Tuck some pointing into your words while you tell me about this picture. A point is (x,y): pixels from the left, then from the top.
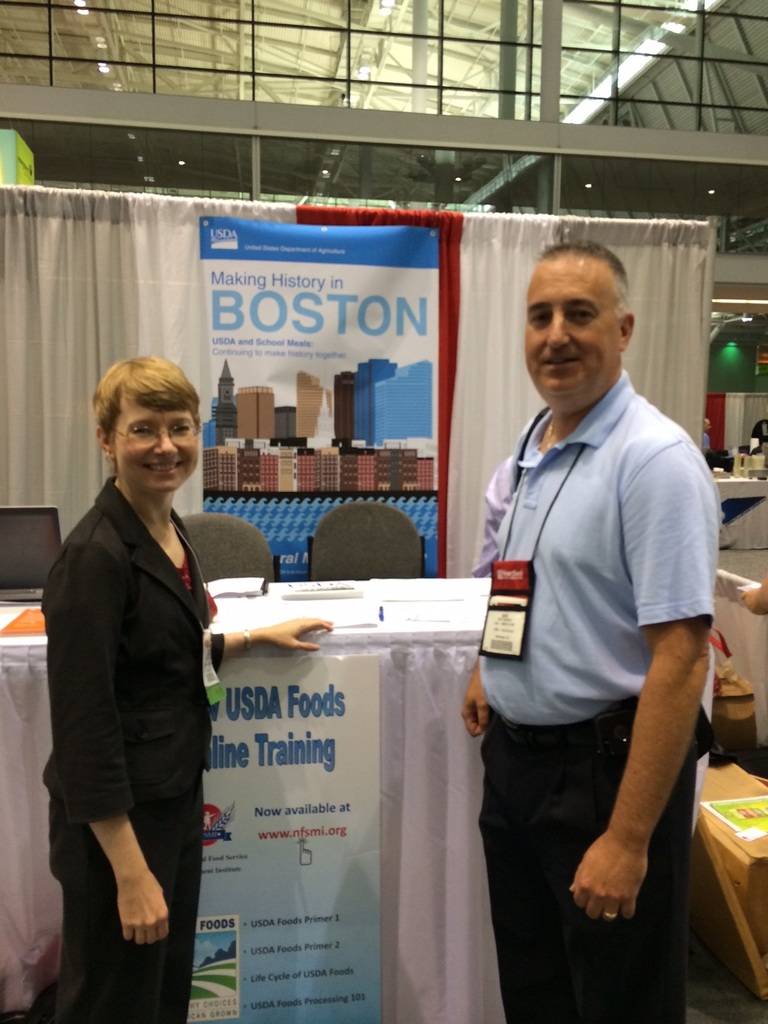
In the center of the image (291,616) there is a table (300,655). On the table (437,660) we can see cloth (419,688), books (425,608), pen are there. In the middle of the image (359,482) we can see screen (48,573), chairs (328,573), board (290,367), curtain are there. On the left side of the image (161,576) a lady (140,699) is standing. On the right side of the image (597,680) a man (585,780) is standing and we can see box (722,833), paper (732,805) and some objects (742,476), light (729,354) are there. At the top of the image (443,103) roof (434,63), lights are there. In the center of the image (311,673) a board (275,826) is there.
